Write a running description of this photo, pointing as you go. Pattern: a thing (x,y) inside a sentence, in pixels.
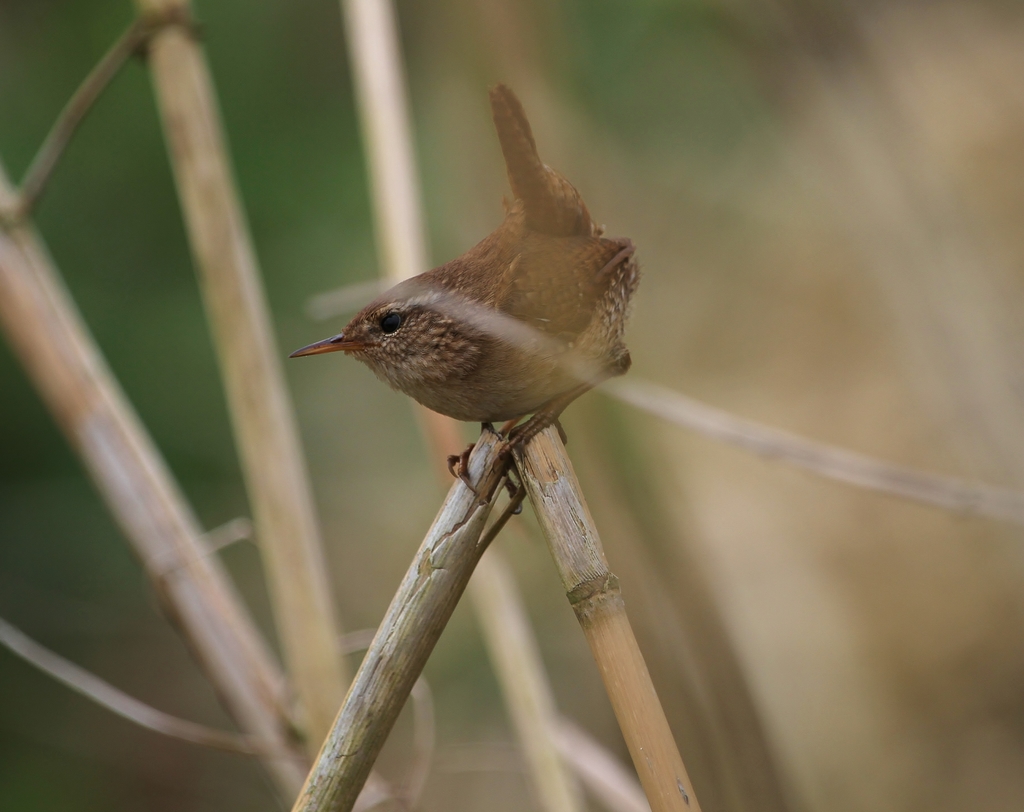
In this image I can see the bird (398,361) which is in brown color. It is on the wooden sticks (401,629). I can see few more sticks (254,403) and there is a blurred background (188,420).
